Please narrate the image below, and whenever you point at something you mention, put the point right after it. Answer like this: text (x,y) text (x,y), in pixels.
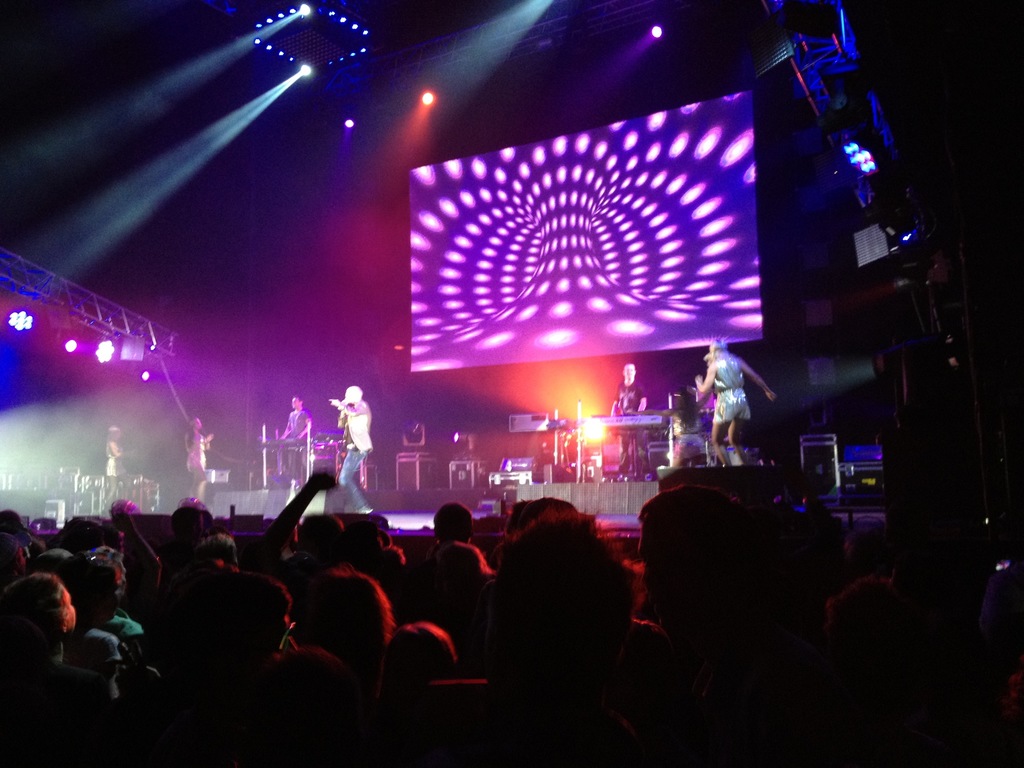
This picture is clicked inside. In the foreground (294,637) we can see the group of people (652,541). In the center (628,400) we can see there are some persons (345,411) playing musical instruments (294,441) and seems to be singing. At the top (425,21) there is a roof (406,14), focusing lights (238,131), metal rods (884,127) and some other objects (889,215) and we can see the musical instruments (312,441) in the background (573,422).
